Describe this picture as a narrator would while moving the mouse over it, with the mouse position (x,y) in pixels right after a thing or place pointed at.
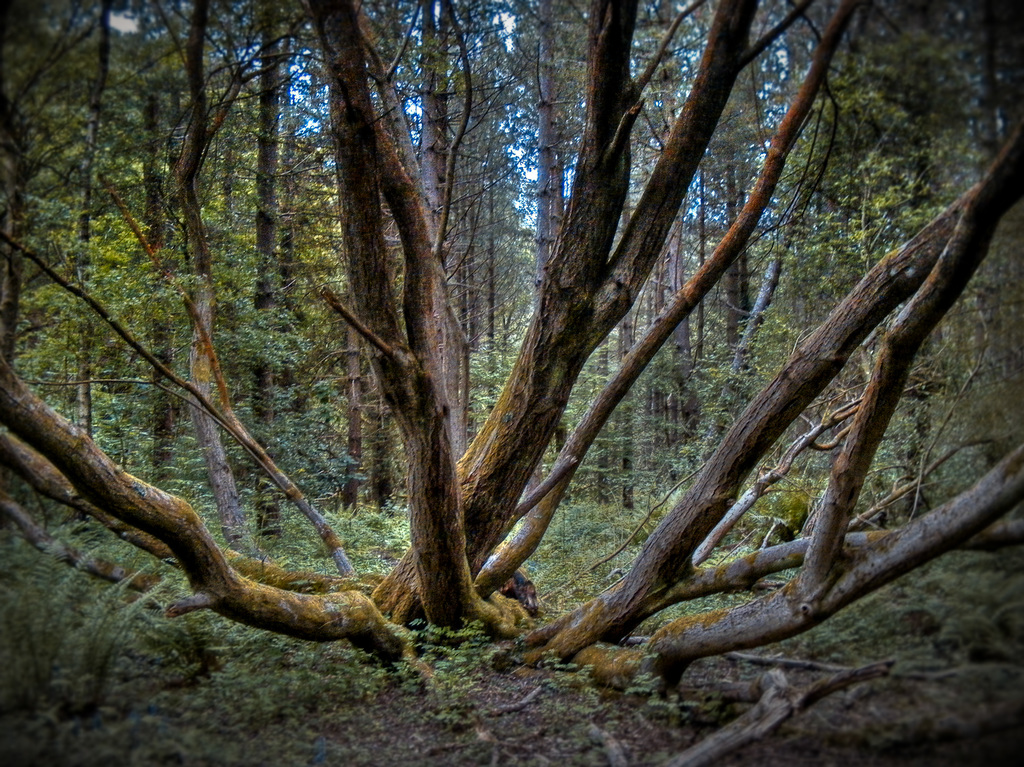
This image consists of grass (329,666), trees (348,495) and the sky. This image is taken may be in the forest (484,586).
